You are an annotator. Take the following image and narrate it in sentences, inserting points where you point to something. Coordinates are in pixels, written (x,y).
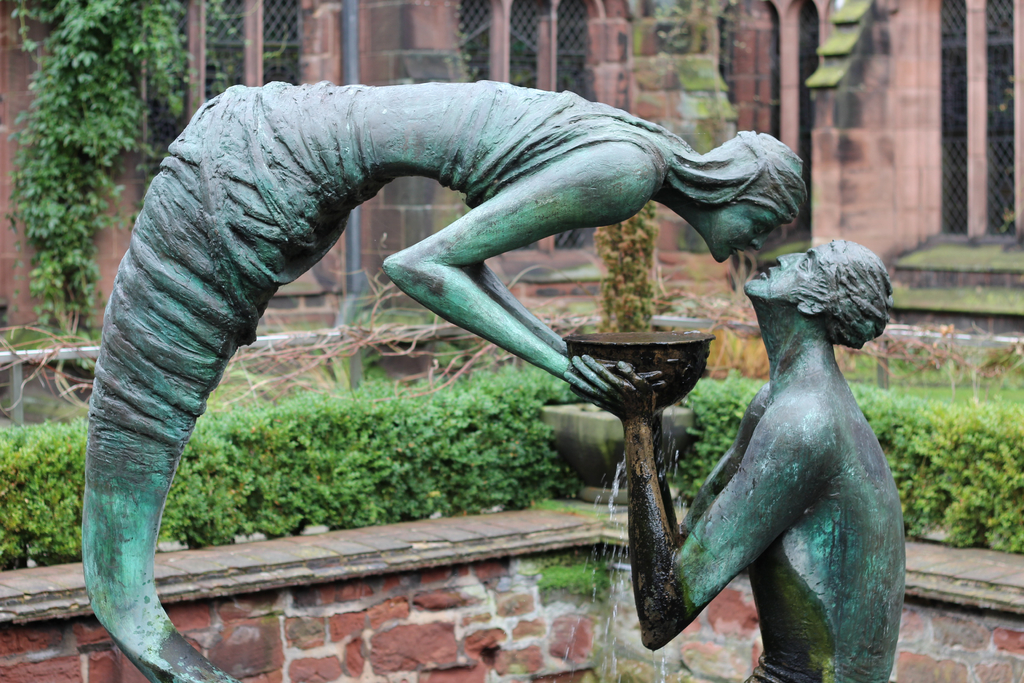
In this image there is a sculpture (667,141) of a man (664,632) and a woman (576,200) holding the same bowl (646,353). In the background (474,48) there is a building (743,40). Image also consists of plants (381,454). Constructed wall (407,587) is also visible.
